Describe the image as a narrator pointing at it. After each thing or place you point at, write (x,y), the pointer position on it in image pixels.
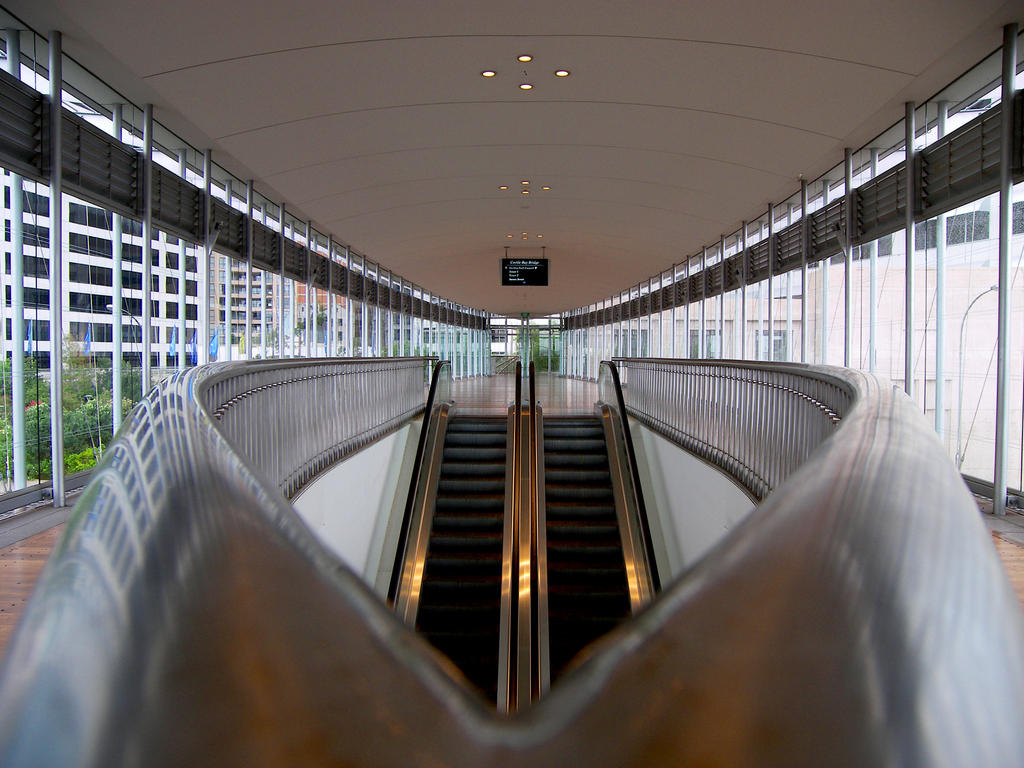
At the top (516,254) we can see the ceiling (480,279), board (528,279) and the lights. On the left side of the picture (97,349) we can see the buildings (224,335), flags (194,335) and the trees (46,431). This picture is mainly highlighted with escalators (419,456).
